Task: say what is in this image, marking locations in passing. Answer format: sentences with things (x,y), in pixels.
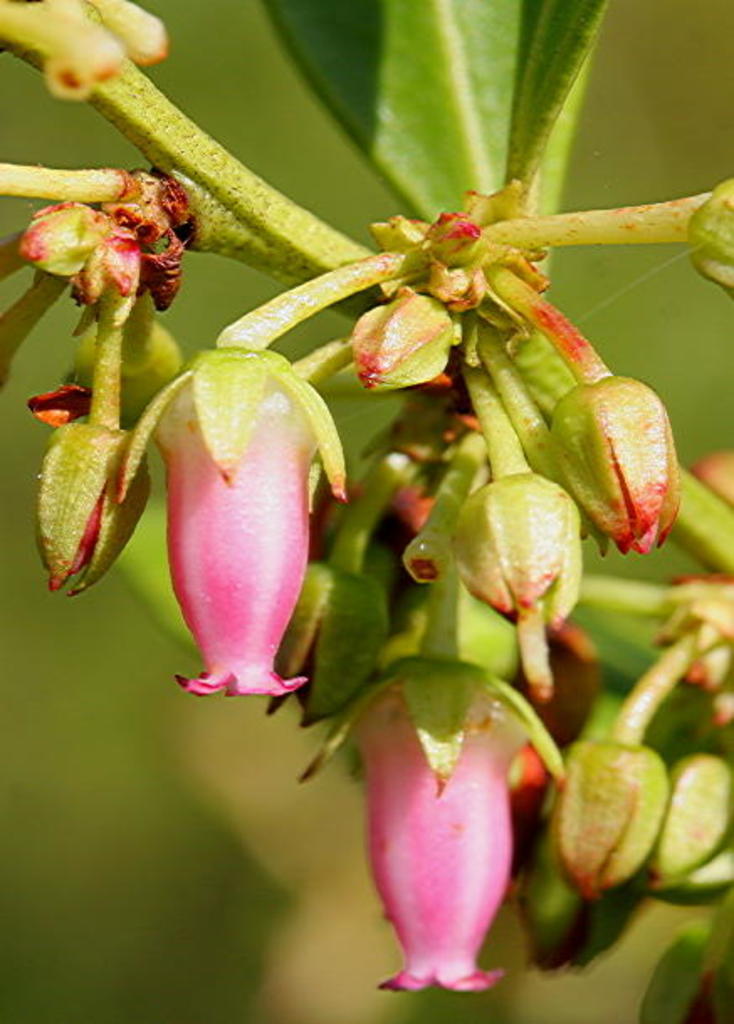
These are the flowers (436,735) and buds (565,505).
